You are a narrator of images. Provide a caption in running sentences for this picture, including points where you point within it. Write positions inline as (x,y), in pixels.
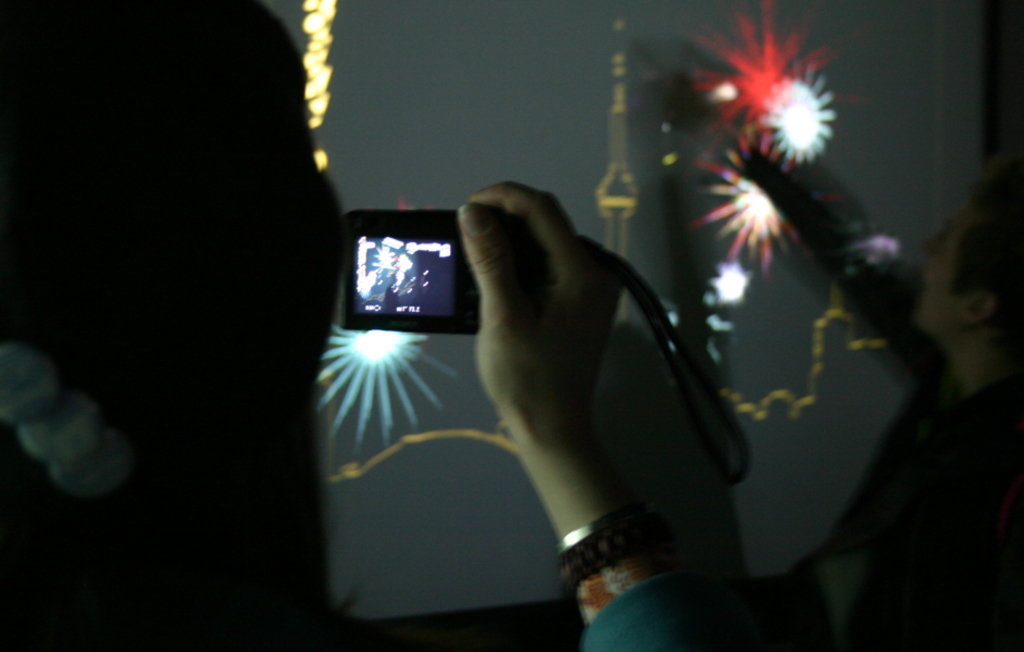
In the center of the image (502,398) we can see person (569,501) holding a camera (436,320). In the background (854,329) we can see person (978,290) and screen (633,150).
